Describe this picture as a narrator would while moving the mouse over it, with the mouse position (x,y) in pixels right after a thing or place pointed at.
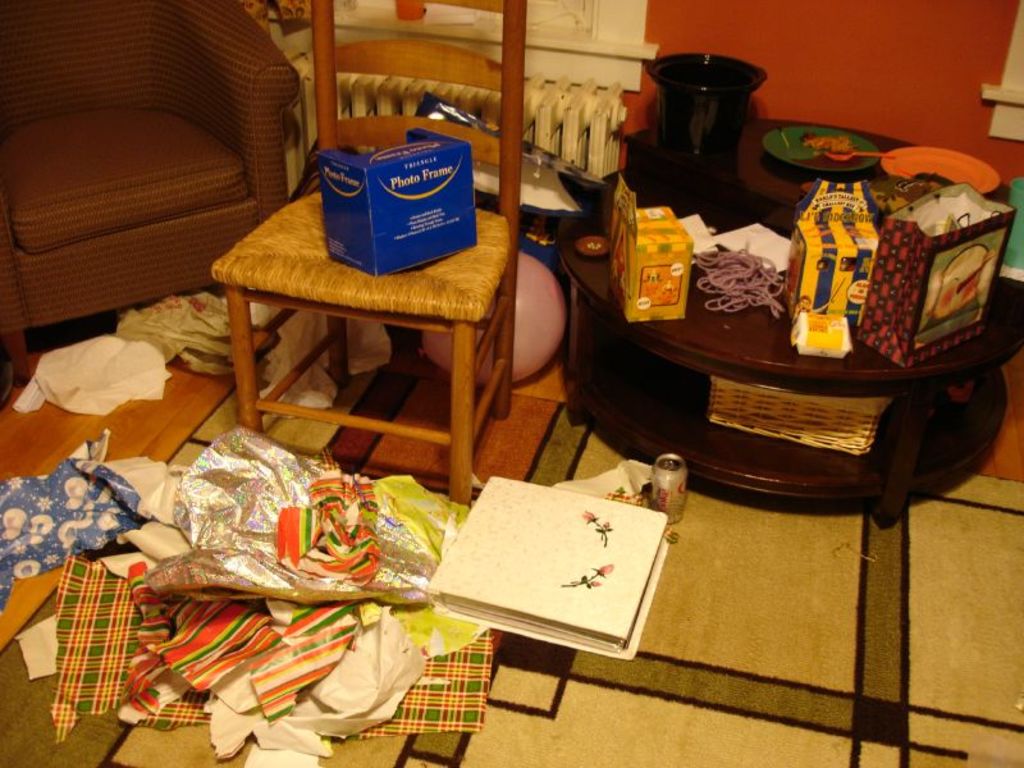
in a room (754,408) there is a table (739,334), a chair (394,291) and a sofa (156,166). in the front (124,580) there are gift wrappers (232,591) and a book (634,572). on the chair (431,289) there is a box (462,172). on the table (776,348) there is a carry bag (898,277), box (811,280) and papers (718,241).
